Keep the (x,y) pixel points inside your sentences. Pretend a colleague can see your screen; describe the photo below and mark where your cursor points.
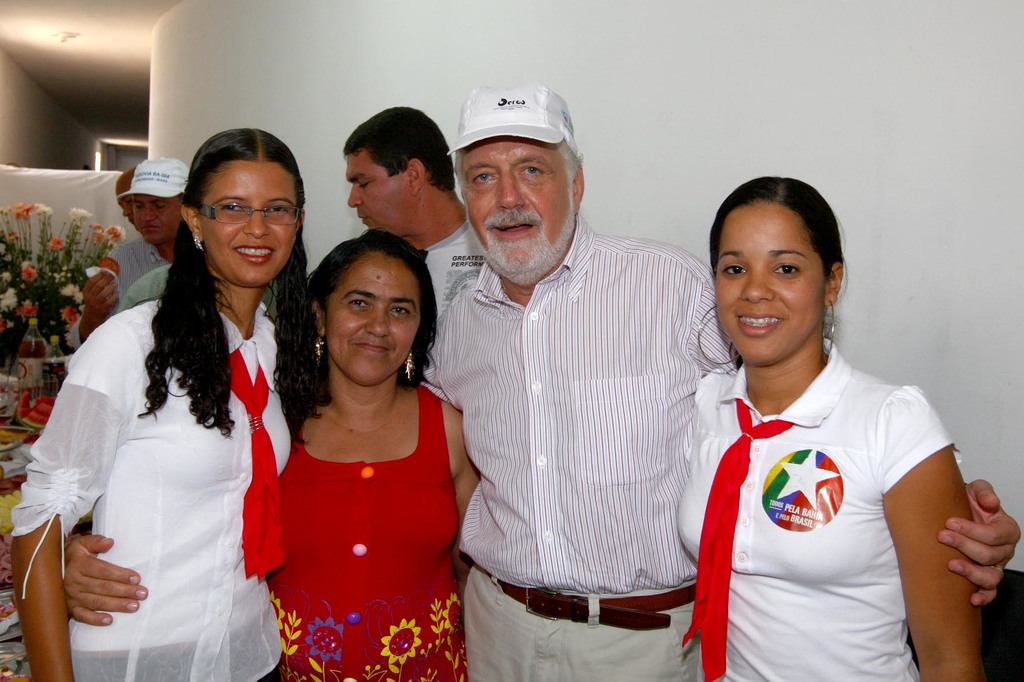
In this image we can see the people (278,396) standing on the floor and one person (143,232) holding a paper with a food item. At the back (473,8) there is a wall (524,24). And at the side, it looks like a table (27,404), on the table (20,411) there are some food items (19,404) and there is a bottle (33,327), cloth (56,179) and flower bouquet (83,210).
